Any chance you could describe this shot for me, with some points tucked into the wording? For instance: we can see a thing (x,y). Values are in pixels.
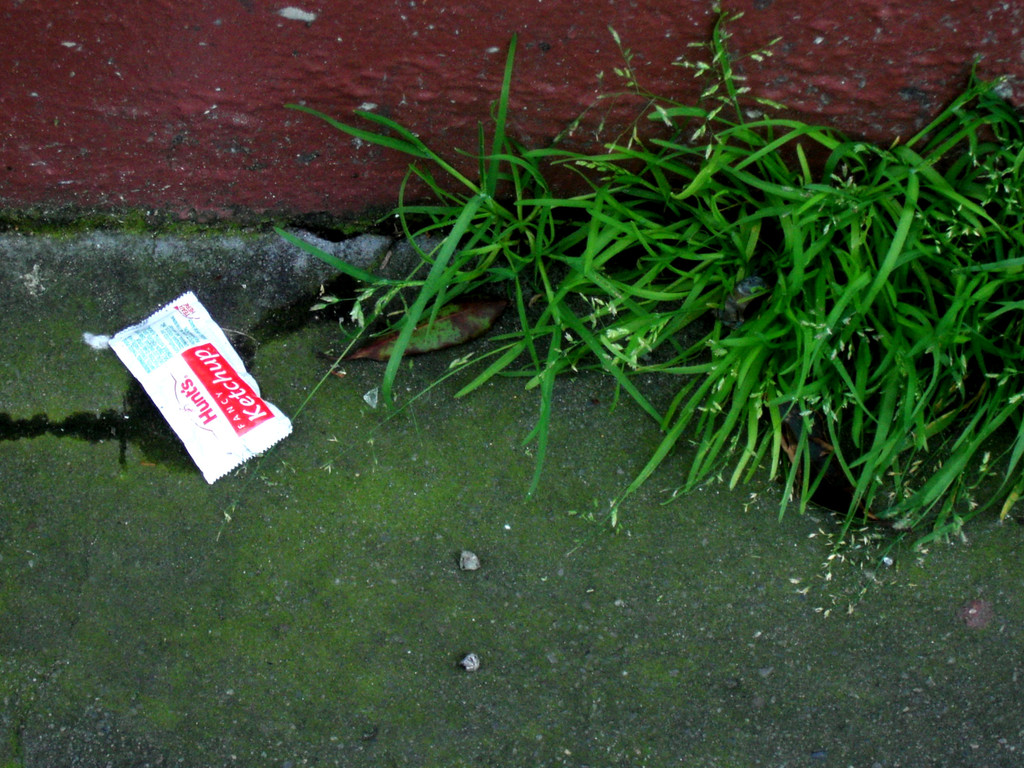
These are plants (916,265), this is packet (161,370).
